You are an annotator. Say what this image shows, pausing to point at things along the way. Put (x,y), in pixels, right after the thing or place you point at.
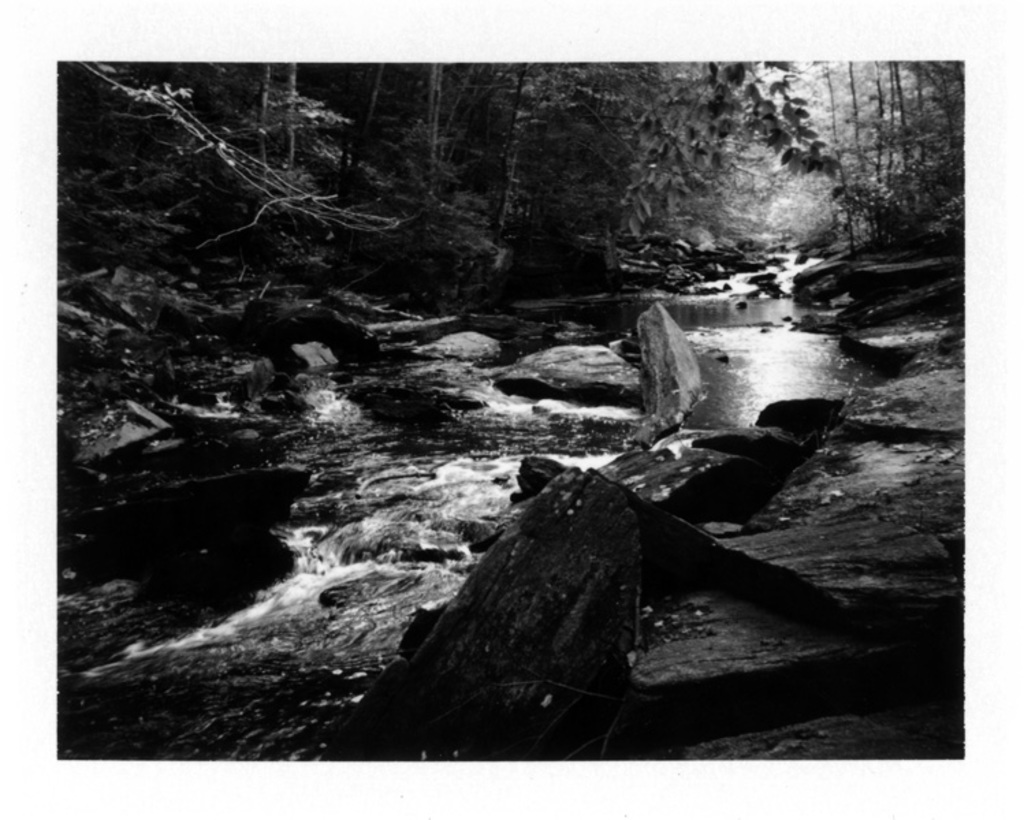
This is a black and white image. In the center of the image (498,370) there is water (191,645). In the background of the image (401,201) there are trees (518,158). At the bottom of the image (763,617) there are rocks (810,617).
